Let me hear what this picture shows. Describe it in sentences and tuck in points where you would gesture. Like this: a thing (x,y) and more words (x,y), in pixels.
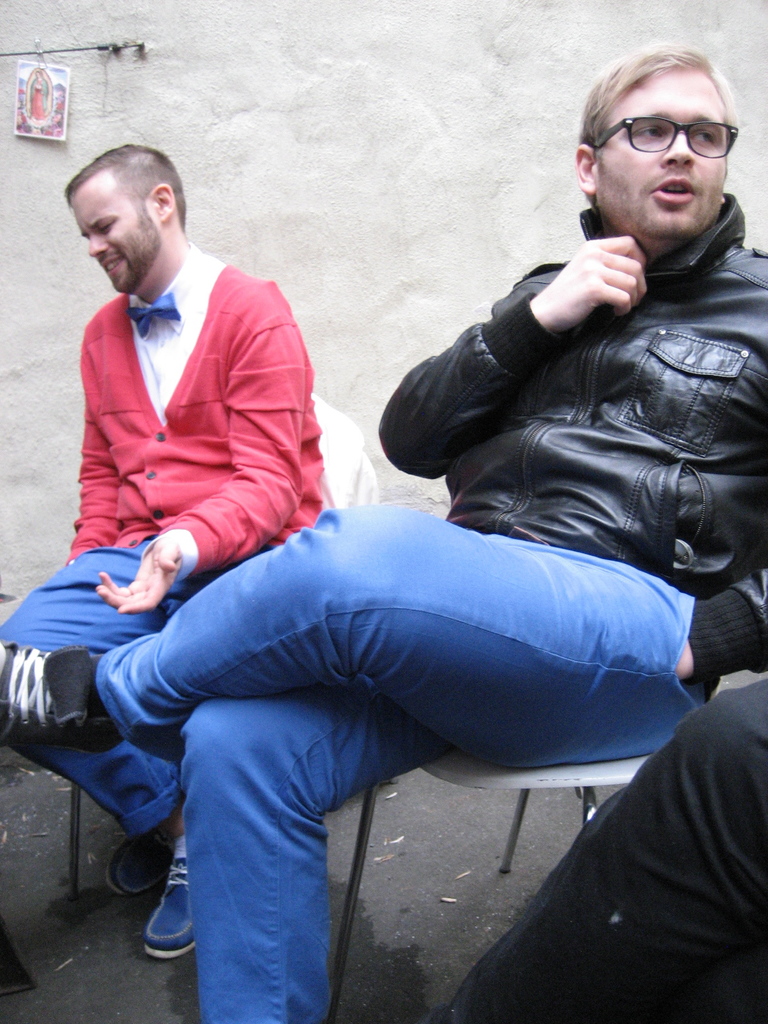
Man (508,466) in black jacket (534,400) and blue jeans (458,648) is sitting on the chair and he is wearing spectacles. Beside him, a man (222,420) in white shirt (166,383) and red jacket (201,493) is also sitting on the chair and he is trying to talk something. Behind them, we see a white wall (71,128) with poster (43,76) pasted on it.
